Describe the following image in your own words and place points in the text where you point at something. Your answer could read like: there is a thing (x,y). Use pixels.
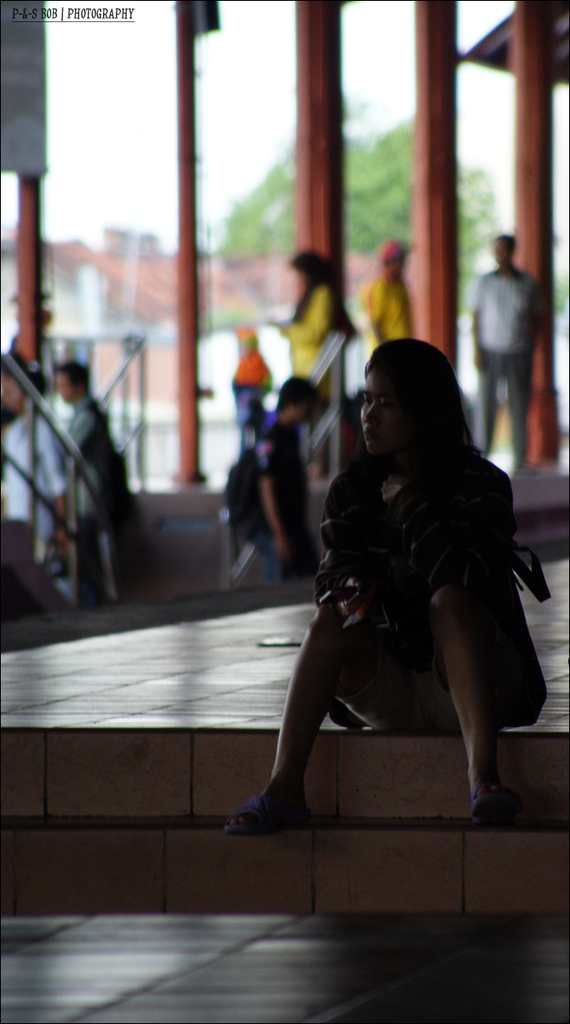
There is one woman (365,664) sitting on a platform (211,716) at the bottom of this image (315,726). There are some persons (246,364) standing and there are some wooden pillars (191,308) arranged in the middle of this image (248,357). It seems like there are some trees (390,177) in the background (233,256).
